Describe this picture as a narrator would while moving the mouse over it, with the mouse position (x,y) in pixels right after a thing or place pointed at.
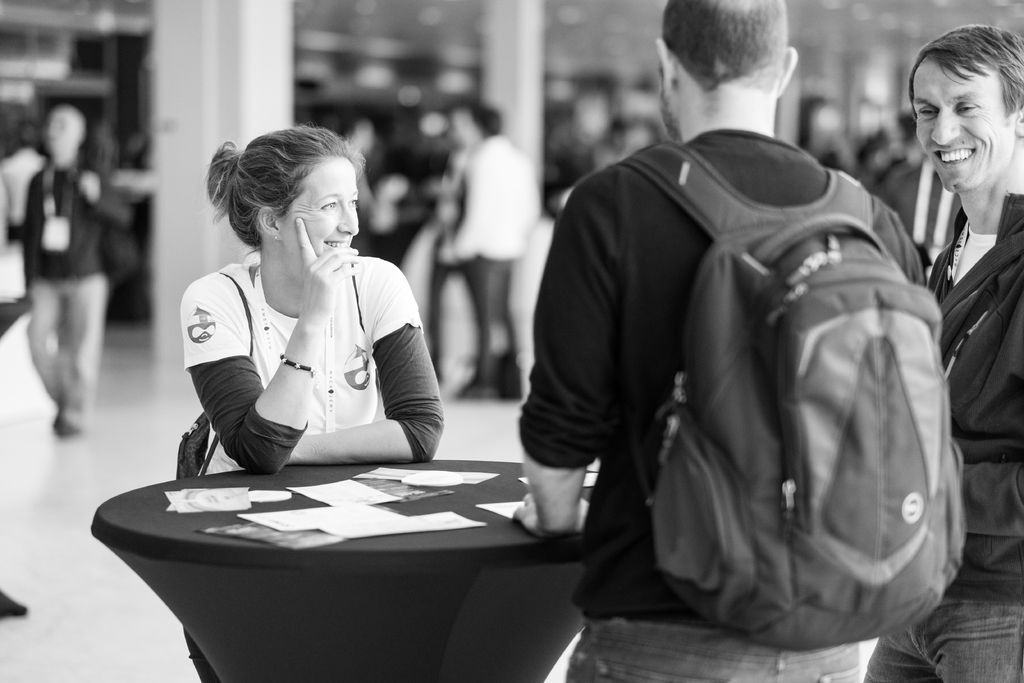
This looks like a black and white image. There are three persons (765,183) standing. one person (663,394) is wearing a backpack bag (792,451). This looks like a table (235,544) with papers (333,517) on it. At background (73,317) I can see few people (460,140) walking.
